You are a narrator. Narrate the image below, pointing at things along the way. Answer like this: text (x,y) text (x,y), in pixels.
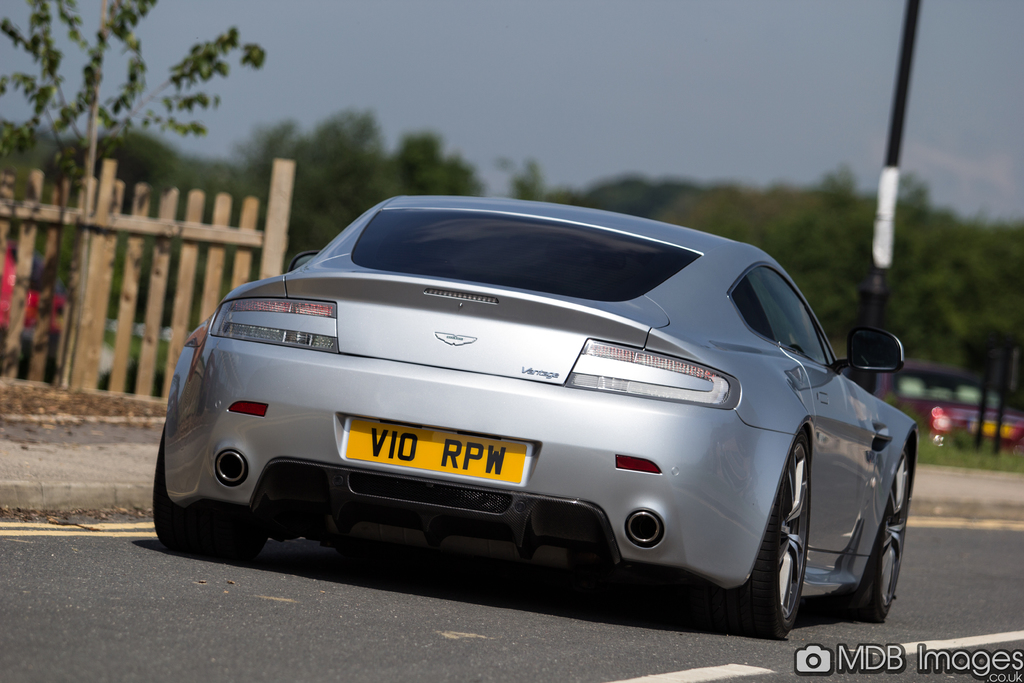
In the center of the image (539,341) we can see a car (556,287). In the background of the image (214,255) we can see the fencing (189,197), trees (778,227), poles (1006,345), vehicles (966,418). At the bottom of the image (412,623) we can see the road (453,588). On the right side of the image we can see the grass (990,443). At the top of the image (563,63) we can see the sky (694,67). In the bottom right corner (827,666) we can see the text (950,668).
